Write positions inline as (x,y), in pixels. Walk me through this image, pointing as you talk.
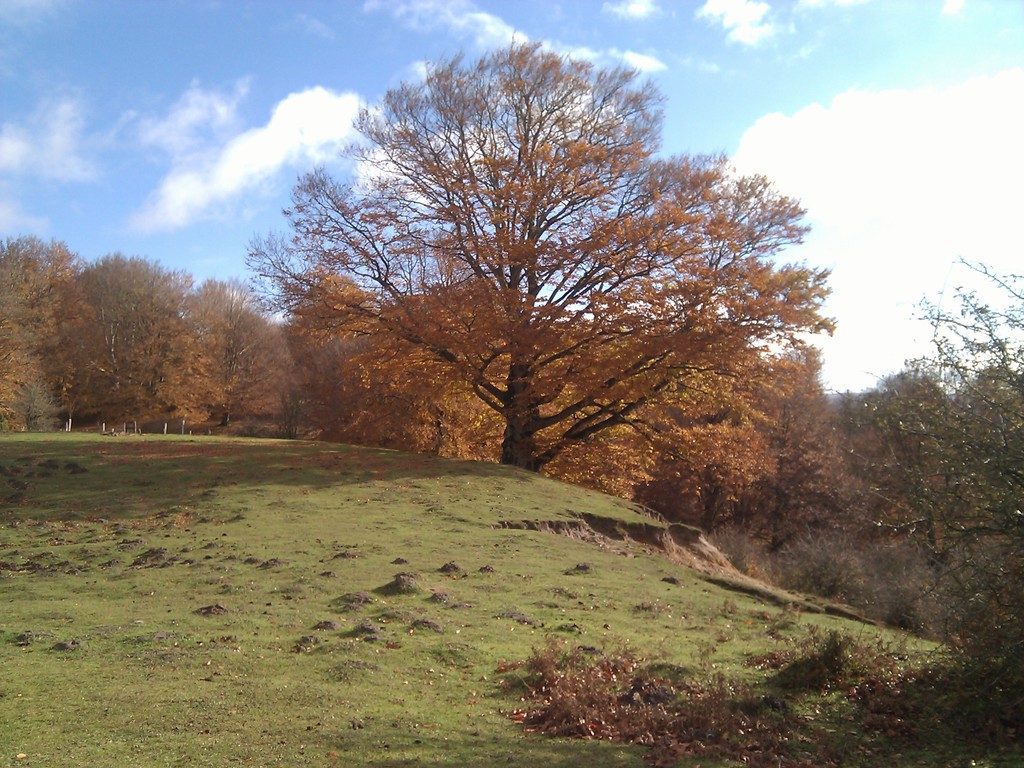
At the bottom of the image (266,620) there is grass (316,597) on the surface (420,624). In the background of the image (481,441) there are trees (393,420) and sky (904,78).
